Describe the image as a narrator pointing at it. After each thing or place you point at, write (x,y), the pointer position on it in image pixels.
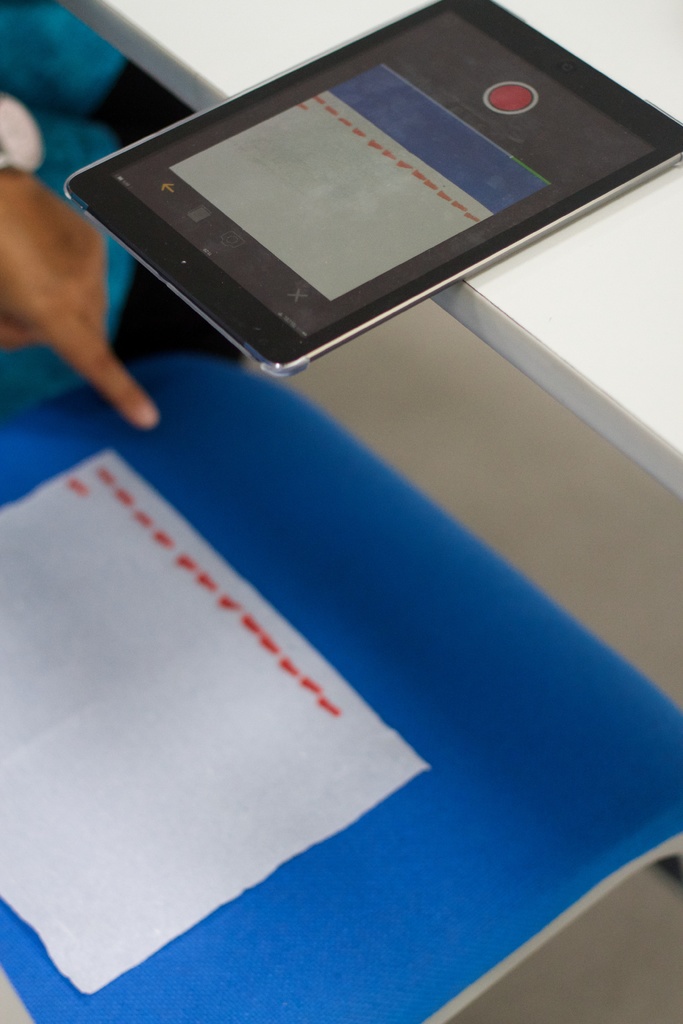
In this picture we can see a person's hand (65,329), tab (474,76), paper (305,745) and some objects (179,383).
